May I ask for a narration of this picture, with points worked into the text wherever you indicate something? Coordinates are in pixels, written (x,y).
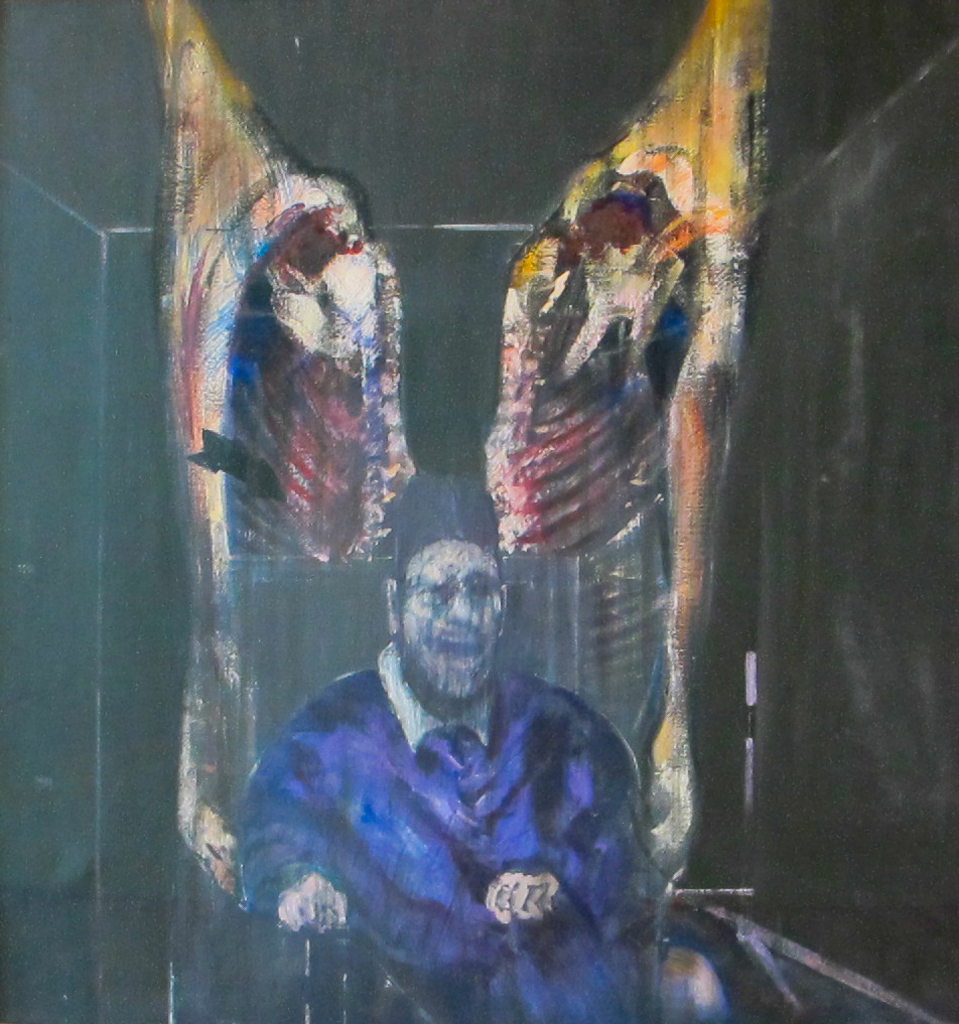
In this image there is a painting (275,522). In the painting (447,879) there is a man (336,800) sitting on a chair (283,627).
